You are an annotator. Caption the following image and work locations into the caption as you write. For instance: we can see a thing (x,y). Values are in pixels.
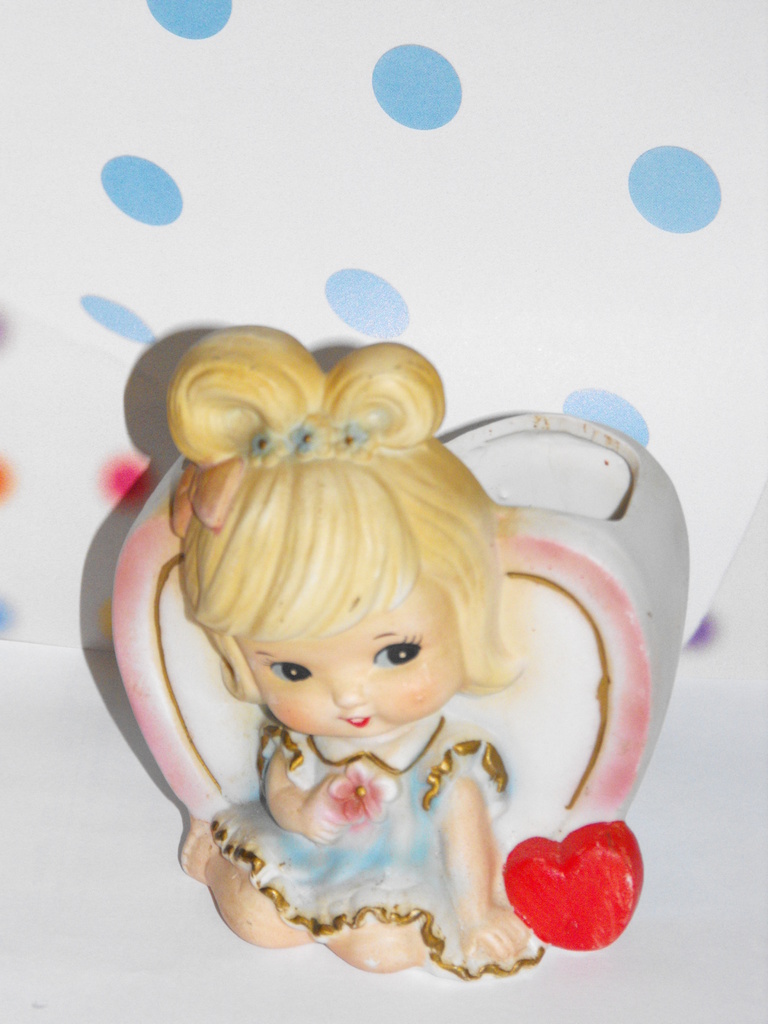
In this picture I can observe a toy (558,771). This toy (420,501) is placed on the white color surface (47,806). In the background (150,190) I can observe blue circles (152,166) on the white background (358,125).
